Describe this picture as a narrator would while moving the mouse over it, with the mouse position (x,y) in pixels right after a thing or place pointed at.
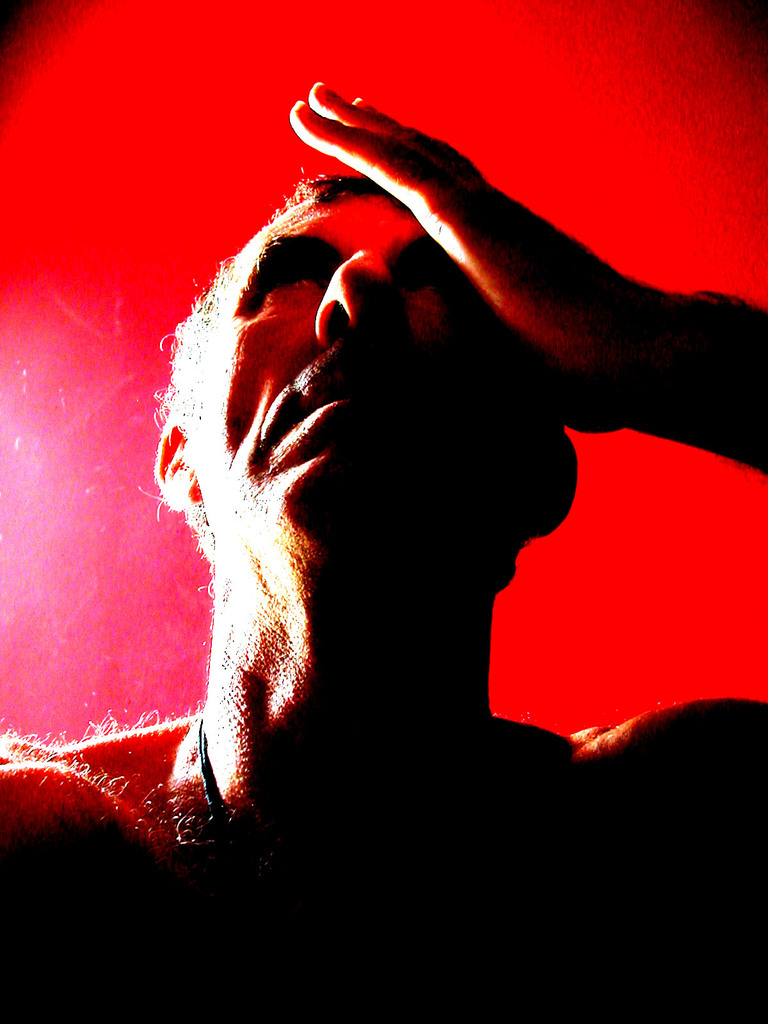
In this image there is a person (362,508) placed his hand (500,309) on his face (371,229).
